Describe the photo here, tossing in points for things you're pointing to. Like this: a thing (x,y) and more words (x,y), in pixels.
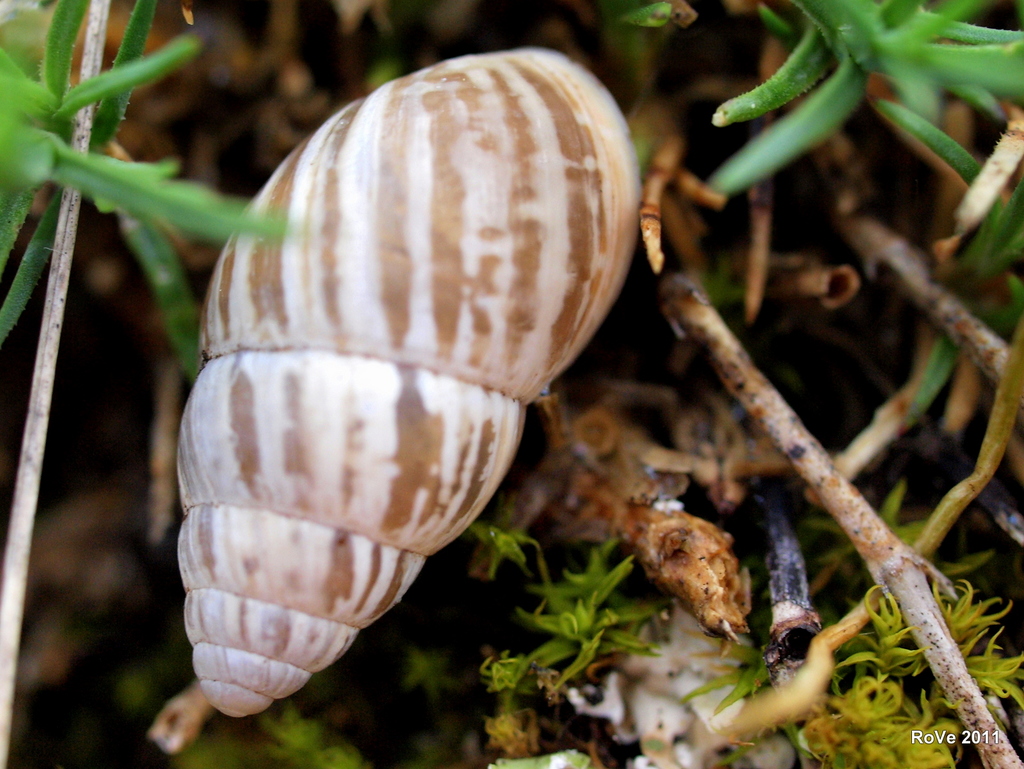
In this image there is a seashell (406,403), there are plants (149,232).
